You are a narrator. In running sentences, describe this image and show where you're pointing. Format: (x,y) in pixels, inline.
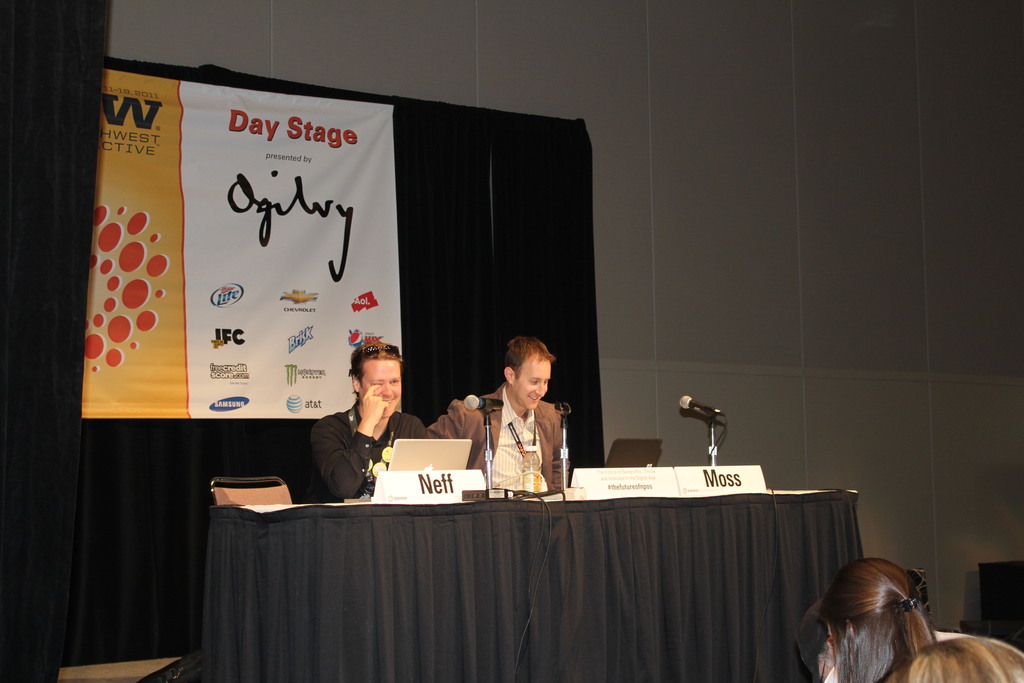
There are two man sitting on chair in front of table (715,508) with a microphone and name boards (739,488). There are people (864,675) sitting in front of them.
